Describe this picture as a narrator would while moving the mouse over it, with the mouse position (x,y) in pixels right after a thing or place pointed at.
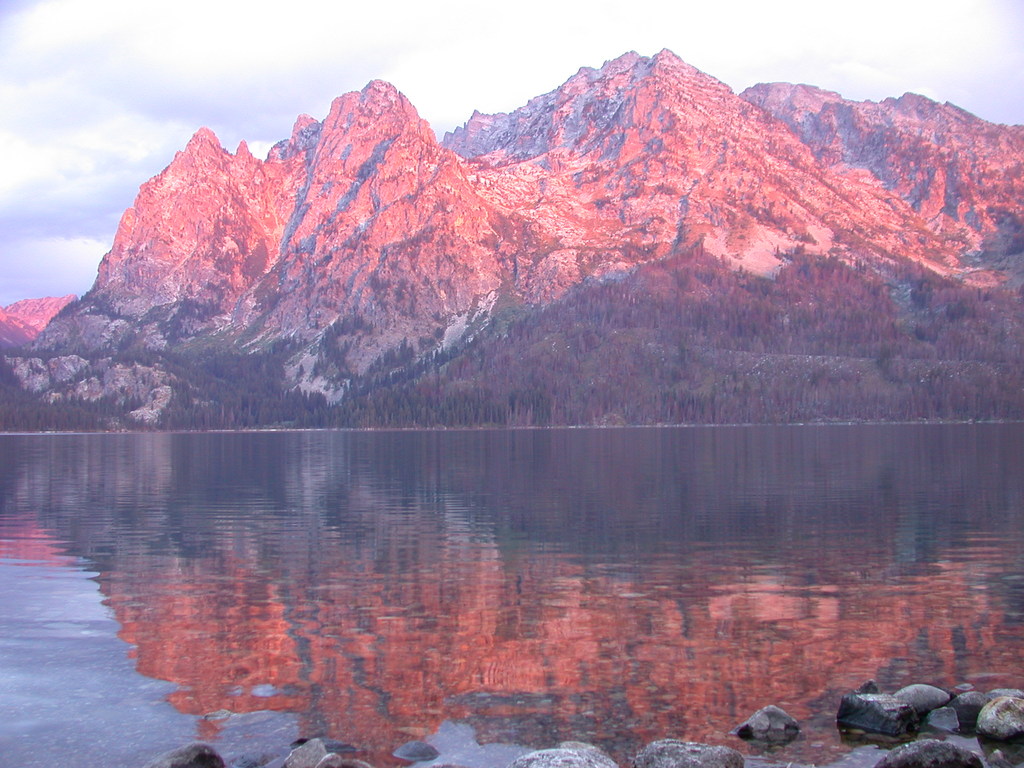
There is a surface of water (428,619) at the bottom of this image (360,540). There are some trees (494,399) present on the mountain (515,356), and there is a cloudy sky (291,57) at the top of this image (353,54). There are some stones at the bottom right corner of this image (774,729).
